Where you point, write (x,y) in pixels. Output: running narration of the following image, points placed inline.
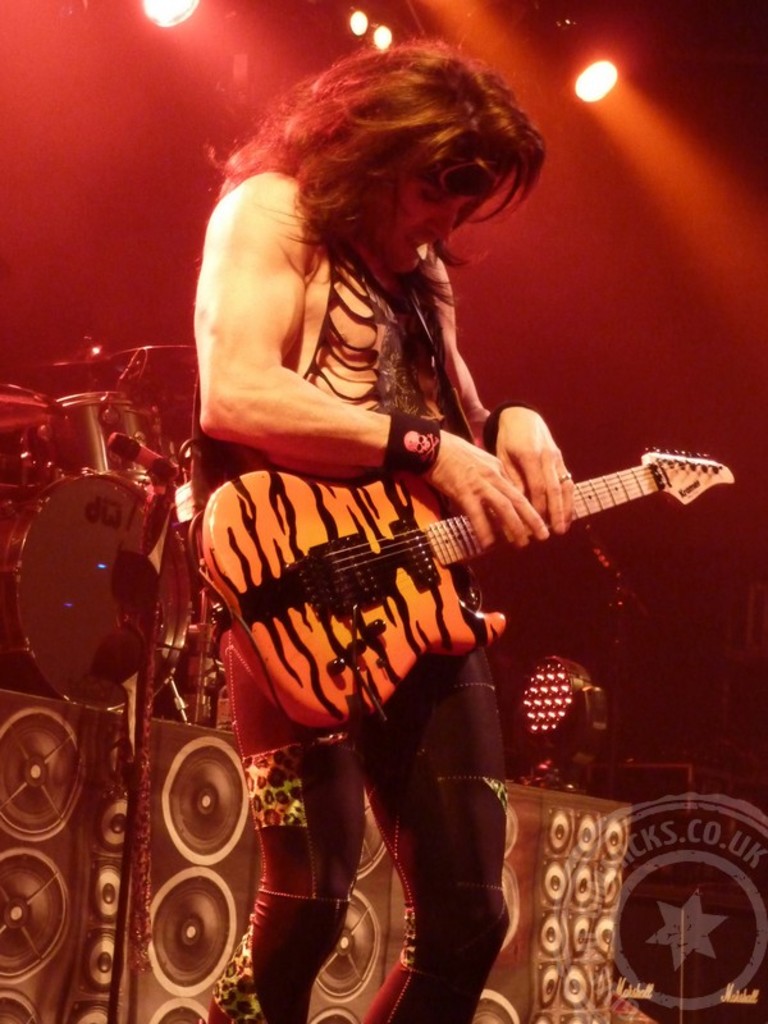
In the image we can see there is a person (452,131) who is standing and holding guitar (709,466) in his hand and at the back (99,538) there is a drum set (105,507) and on the bottom (162,789) there are speakers (27,940) and there is red lightings (61,66).
